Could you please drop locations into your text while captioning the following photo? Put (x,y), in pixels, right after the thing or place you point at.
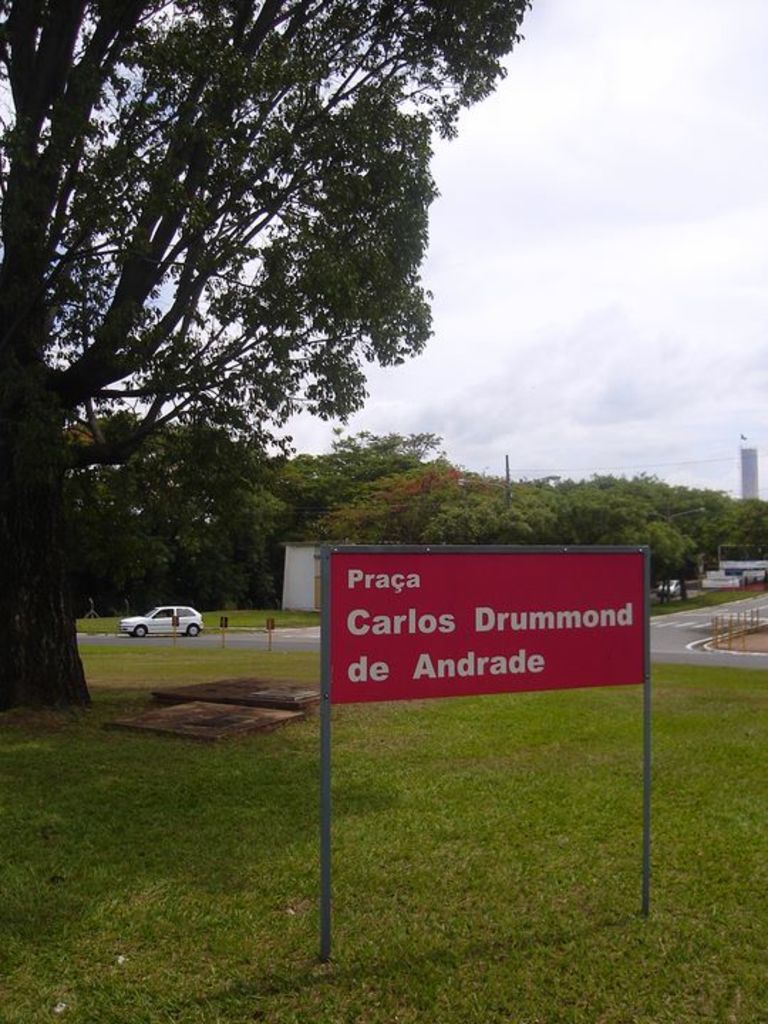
In this image we can see some buildings (298,591), one white car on the road (746,655), one red board (371,657) with text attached to the two poles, one object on top of the big building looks like a flag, some roads (673,636), some poles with boards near to the road (172,639), two wooden objects (253,701) on the ground (137,681) near the big tree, some poles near the ground (125,687), one pole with wire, some trees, some grass (273,982) on the ground (297,854) and at the top (627,104) there is the sky (730,403).
